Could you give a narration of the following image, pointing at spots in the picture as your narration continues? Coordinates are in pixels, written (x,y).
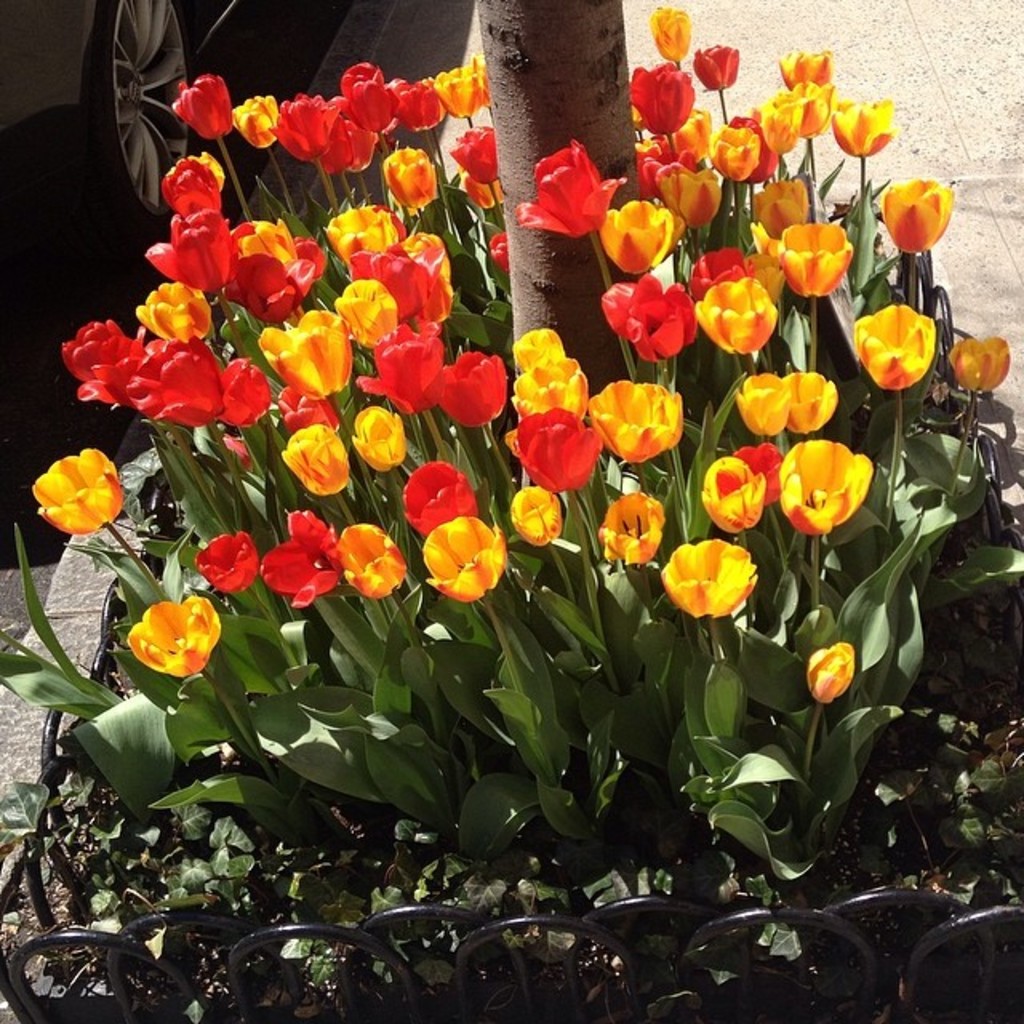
In the image there are beautiful flowers (617,309) and in between the flowers (502,249) there is a tree trunk (541,147) and on the left side (147,142) there is a vehicle (117,87).
